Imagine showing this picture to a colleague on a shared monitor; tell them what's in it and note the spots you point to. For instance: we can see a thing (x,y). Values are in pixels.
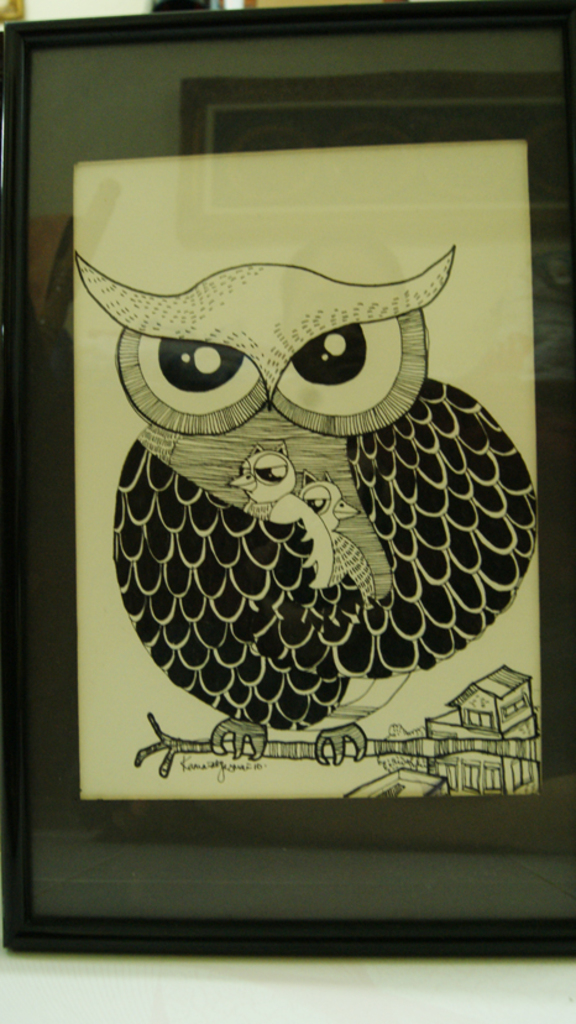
In this image I can see a photo frame (71,758) which has a glass (529,842) and a drawing (295,542) of an owl (304,561).
